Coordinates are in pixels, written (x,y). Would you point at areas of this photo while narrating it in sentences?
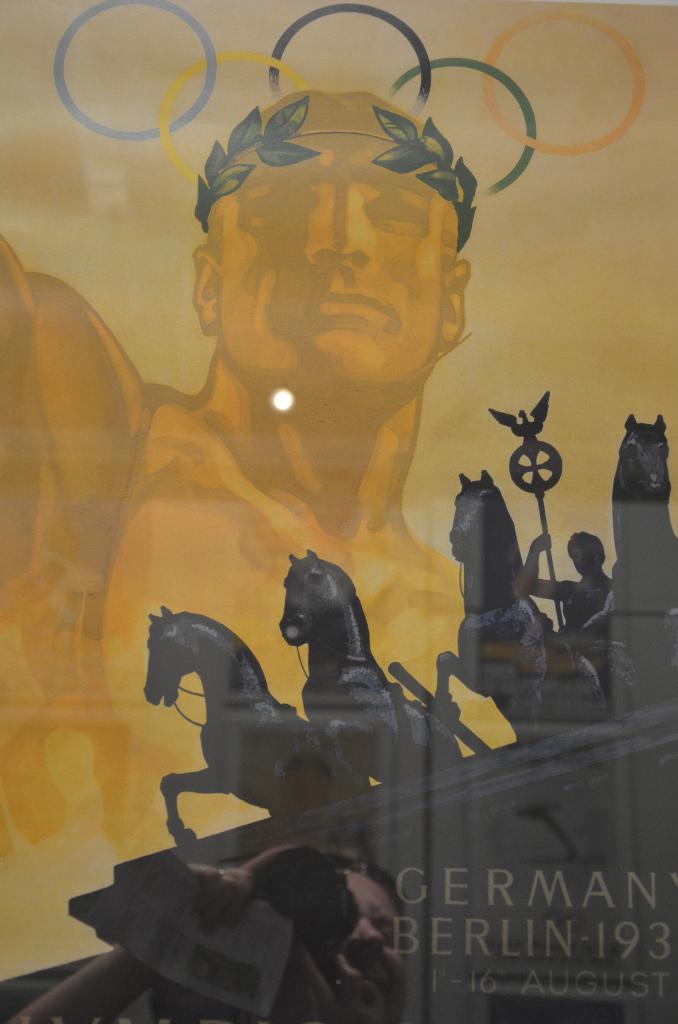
In this picture, it looks like a transparent material (248,462). Behind the transparent material (283,605), there is a poster (218,479) of an "Olympic emblem" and sculptures (288,614) of horses (248,736). On the poster (253,382), it is written something. On the transparent material (310,407), we can see the reflection (242,954) of a person (127,996) and light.
